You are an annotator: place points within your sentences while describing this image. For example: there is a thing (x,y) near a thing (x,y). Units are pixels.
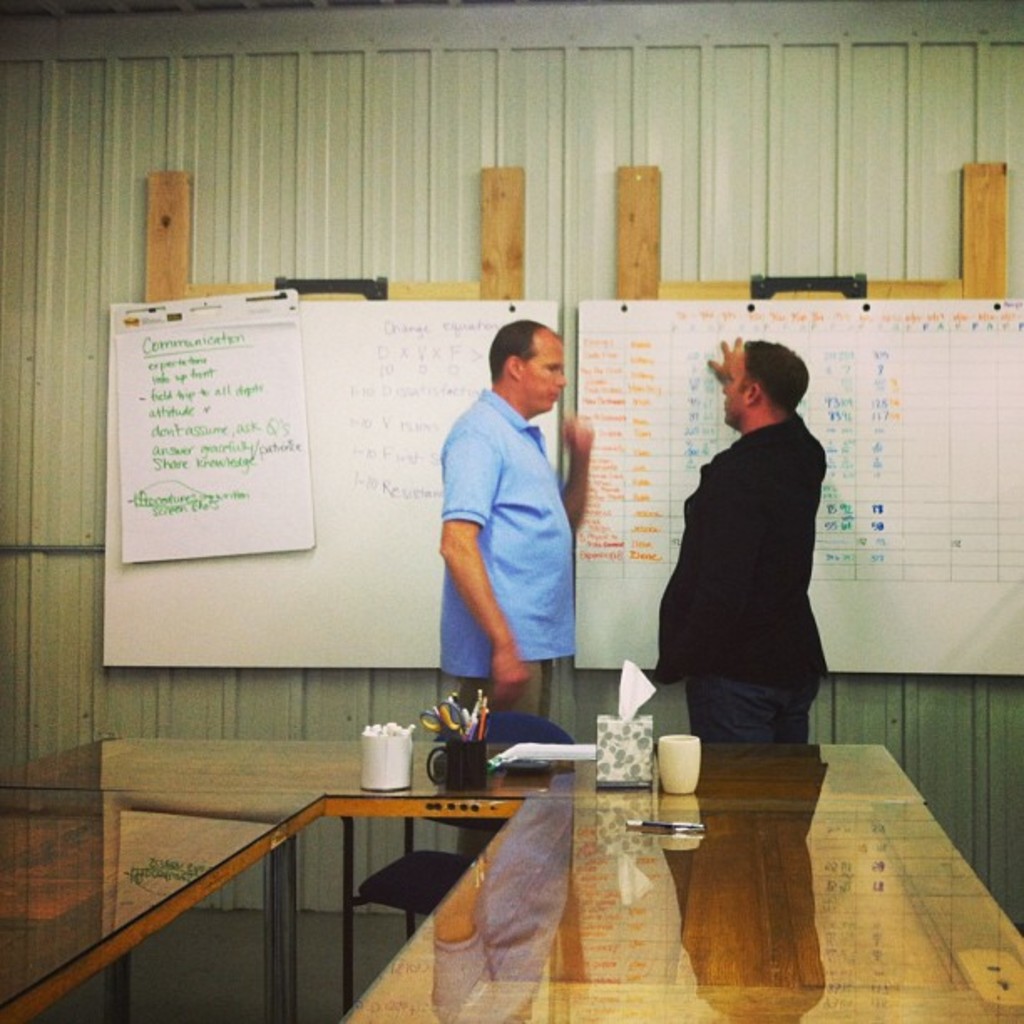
In this image there are men (736,475) standing near the white board (659,475). The man (736,458) on the right side (736,458) is pointing the fingers (732,356) towards the board (809,323). At the bottom (593,872) there is a glass table (611,846) on which there are cups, pen stand (470,749), tissue paper box (623,727) on it. In the background (579,119) there is a wall (367,105). There is some text (367,444) on the whiteboard (391,442).
